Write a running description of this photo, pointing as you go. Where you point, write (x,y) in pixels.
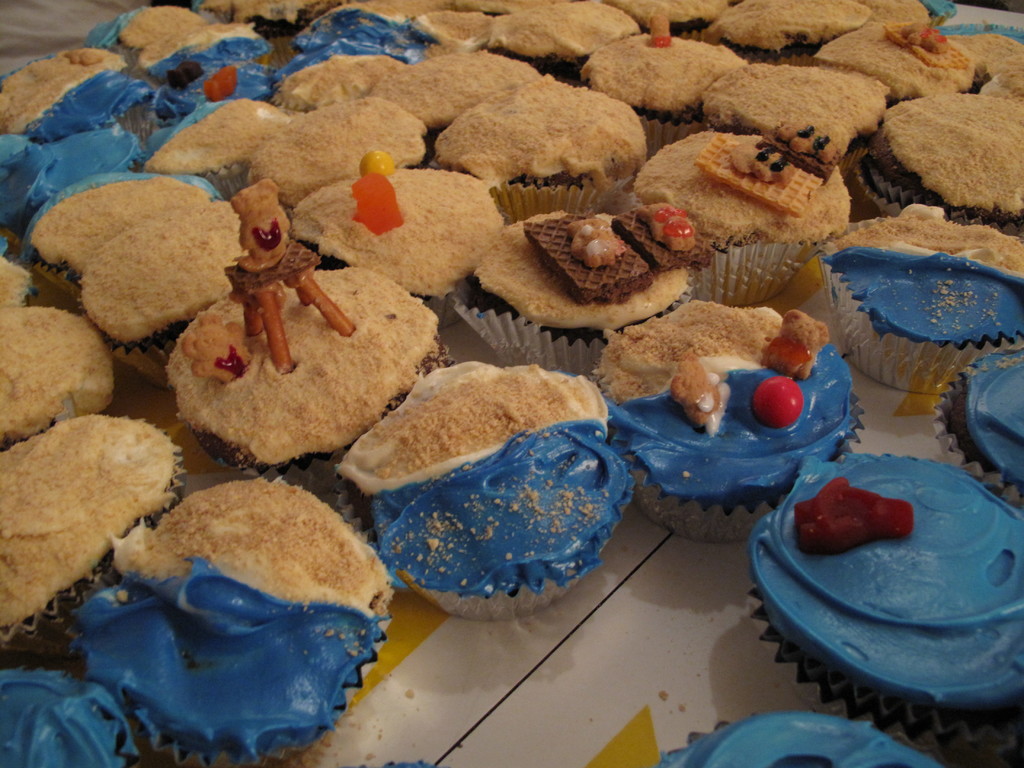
In this image we can see muffins (491,404) on the table (516,652).
